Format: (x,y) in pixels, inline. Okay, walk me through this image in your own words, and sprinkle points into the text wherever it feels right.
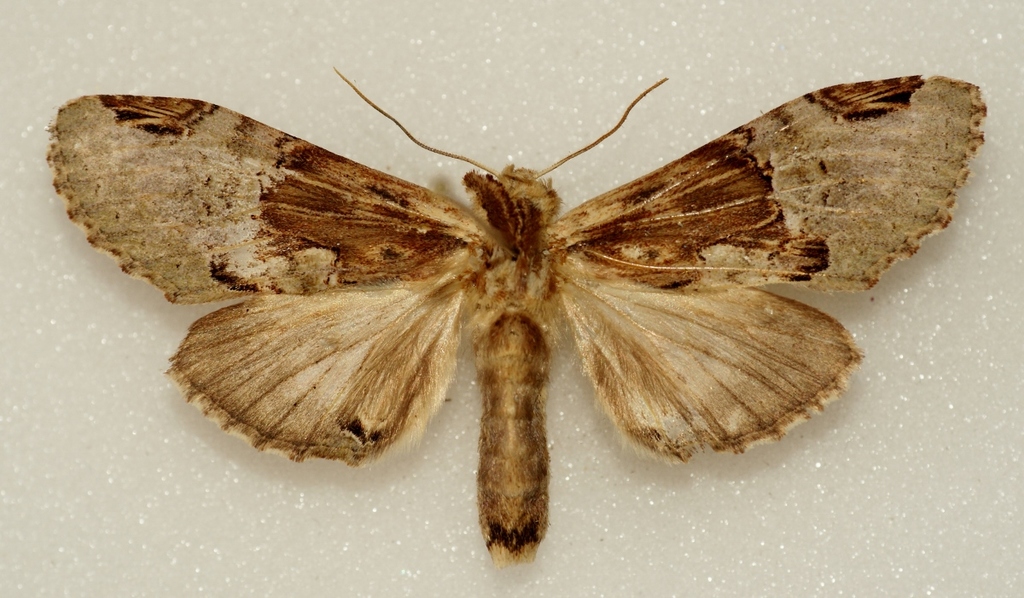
In this image I can see the moth (541,364) which is in cream and brown color. It is on the ash color surface (621,513).
